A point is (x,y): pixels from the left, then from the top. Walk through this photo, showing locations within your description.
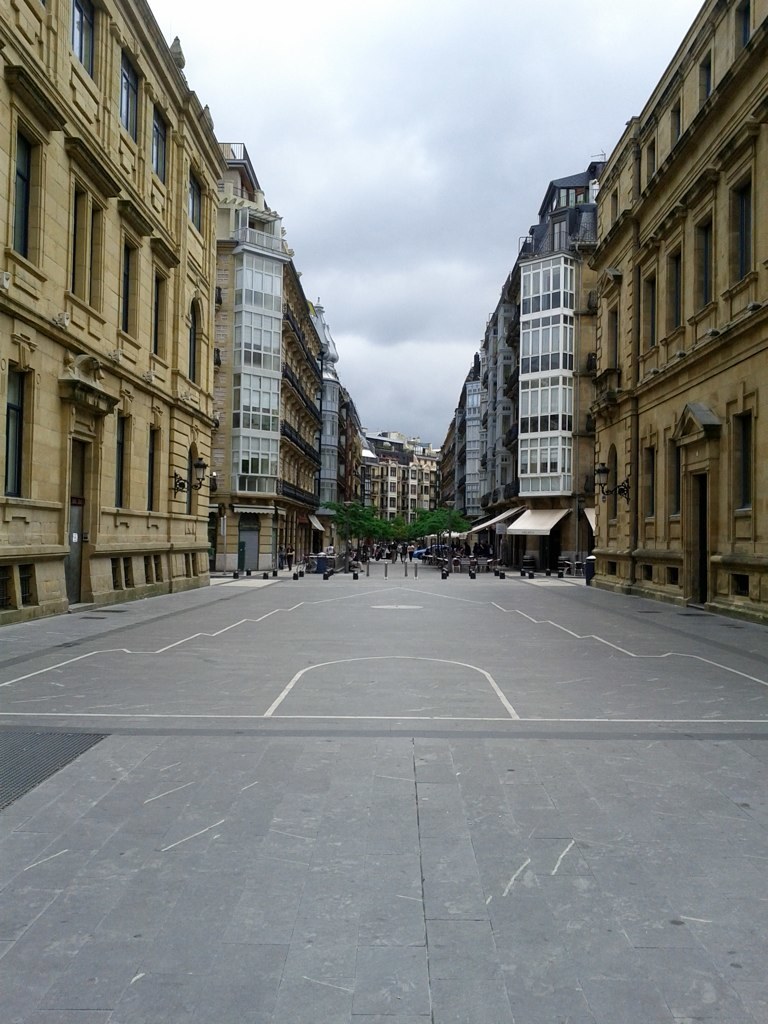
There is a road (440,717). On both sides of this road (389,675), there are buildings (394,433) and footpaths (727,633). In the background (470,553), there are trees (373,508), persons (470,553) and there are clouds (431,57) in the sky (350,41).
